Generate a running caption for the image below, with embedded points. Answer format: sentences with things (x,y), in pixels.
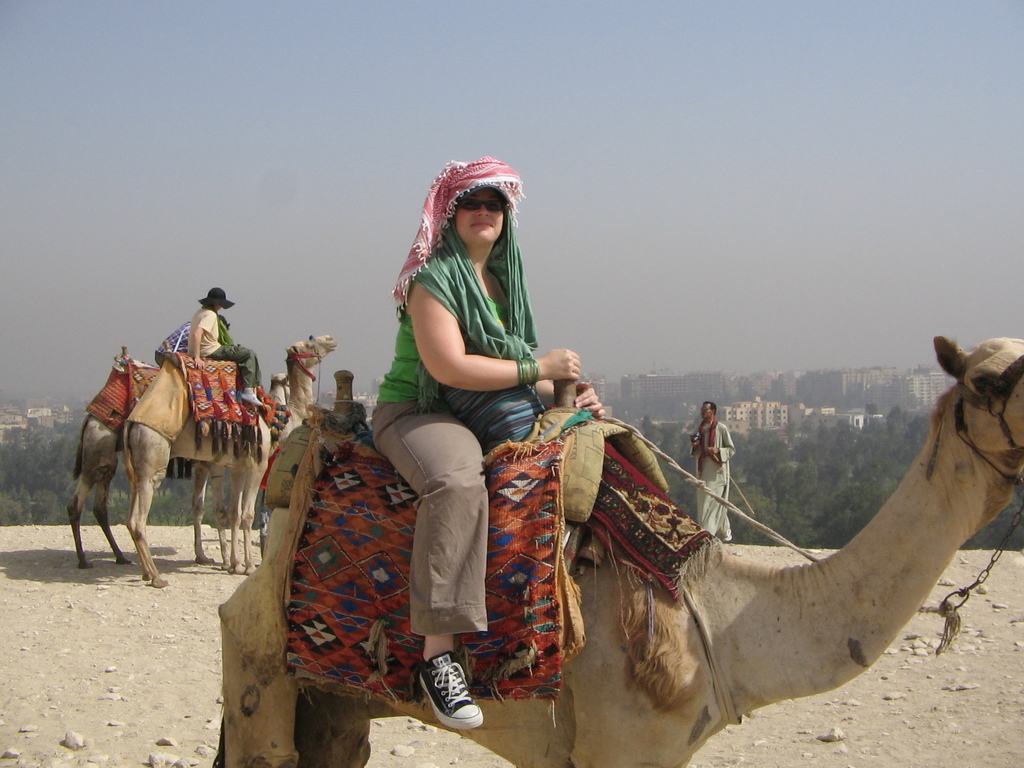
In this picture there is a lady (498,371) in the center of the image (446,376) on a camel (321,446) and there are other people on the camels (309,376) in the background area of the image (176,474) and there are buildings (730,393) and trees (693,424) in the background area of the image (694,410).
